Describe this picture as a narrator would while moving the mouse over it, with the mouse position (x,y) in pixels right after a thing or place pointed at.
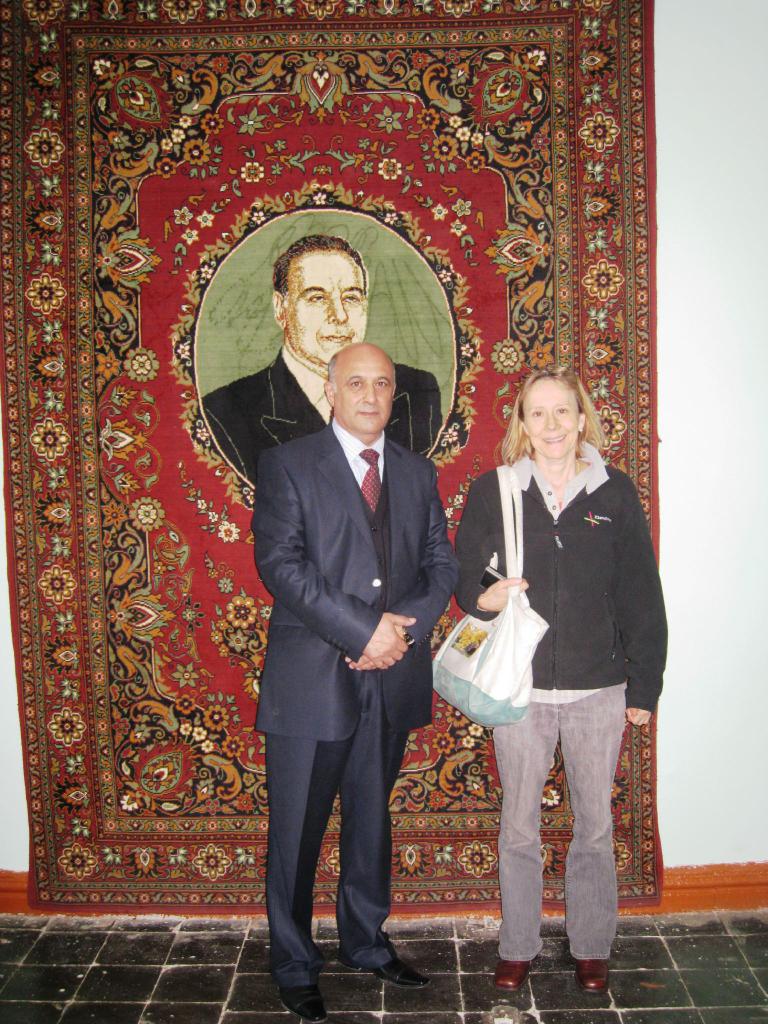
In the foreground of this image (501,600), there is a woman (562,704) standing and wearing bags (512,551) and also a man (357,716) standing on the floor (187,959). In the background (575,73), there is a carpet (524,220) and the wall (713,235).
